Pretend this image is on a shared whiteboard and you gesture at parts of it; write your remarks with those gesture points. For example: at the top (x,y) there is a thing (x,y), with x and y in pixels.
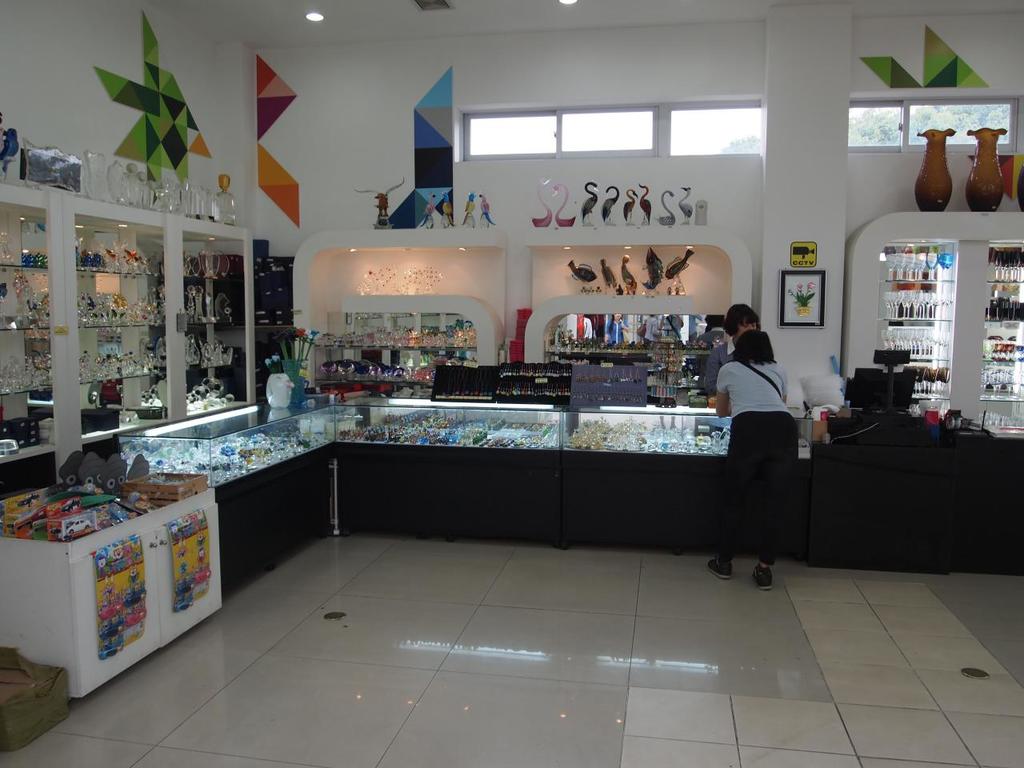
There is a monitor (896,377) on a desk (874,423) on the right side of the image (888,411), there are people (761,429) on the right side (718,346). There are racks (128,332) on both the sides of the image and there are toys (140,551) on the left side (80,516), there are flower vases (937,184) on the right side (932,196), there are paintings (443,140) on the wall (397,155) and there are lamps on the roof (545,13) at the top side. There are windows (664,127) at the top side (689,131), it seems like a gallery store.
